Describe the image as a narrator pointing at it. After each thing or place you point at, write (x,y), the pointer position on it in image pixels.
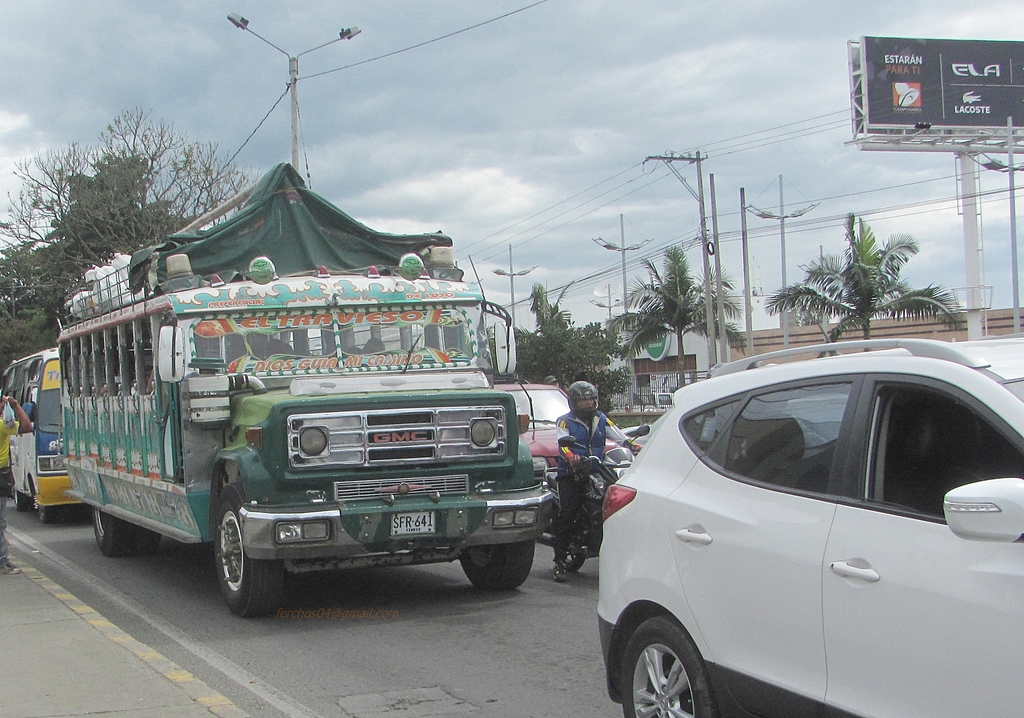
In the picture I can see vehicles (379,478) on the road (456,678) among them a man (579,507) is sitting on a bike (602,477) and wearing a helmet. In the background (530,351) I can see trees (691,322), poles (704,264) which has wires (941,200) attached to them, street lights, trees (835,336), a board (1008,42), the sky (766,254) and buildings (669,363).
